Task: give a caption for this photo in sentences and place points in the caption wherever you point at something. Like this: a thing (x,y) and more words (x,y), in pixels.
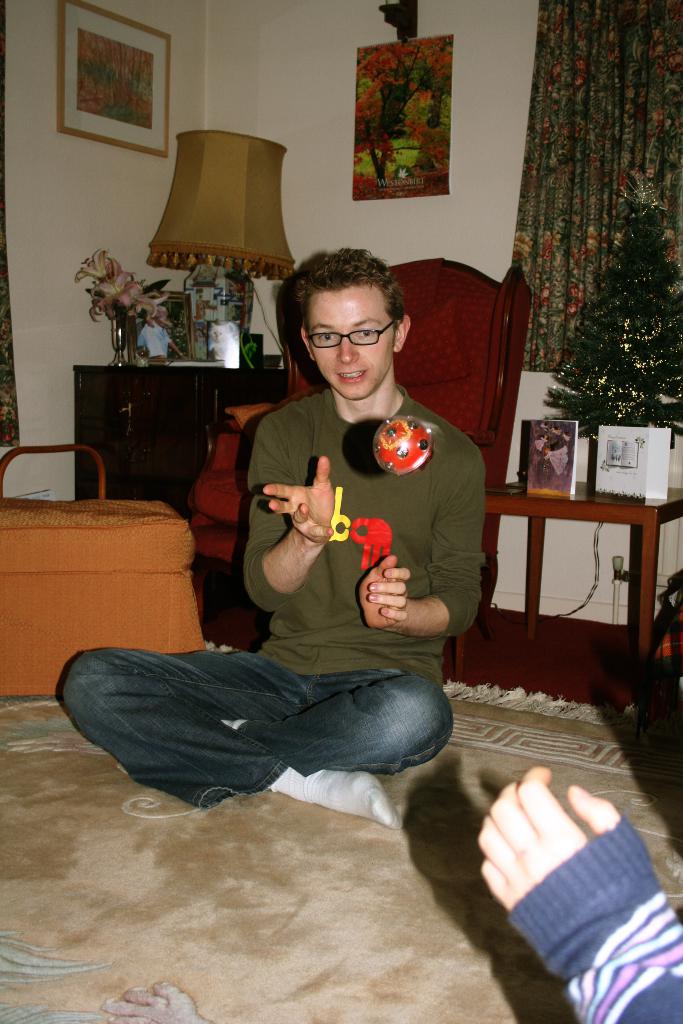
This image is clicked inside the room (323,810). There is a man (311,754) sitting and playing with a ball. He is wearing blue jeans (242,674). To the left (39,556), there is a footstool (80,584). In the background (122,76), there is a lamp (209,199) and frames (370,90) on the wall (483,145). To the right (635,271), there is a Xmas tree (625,336) and a curtain (609,121).
